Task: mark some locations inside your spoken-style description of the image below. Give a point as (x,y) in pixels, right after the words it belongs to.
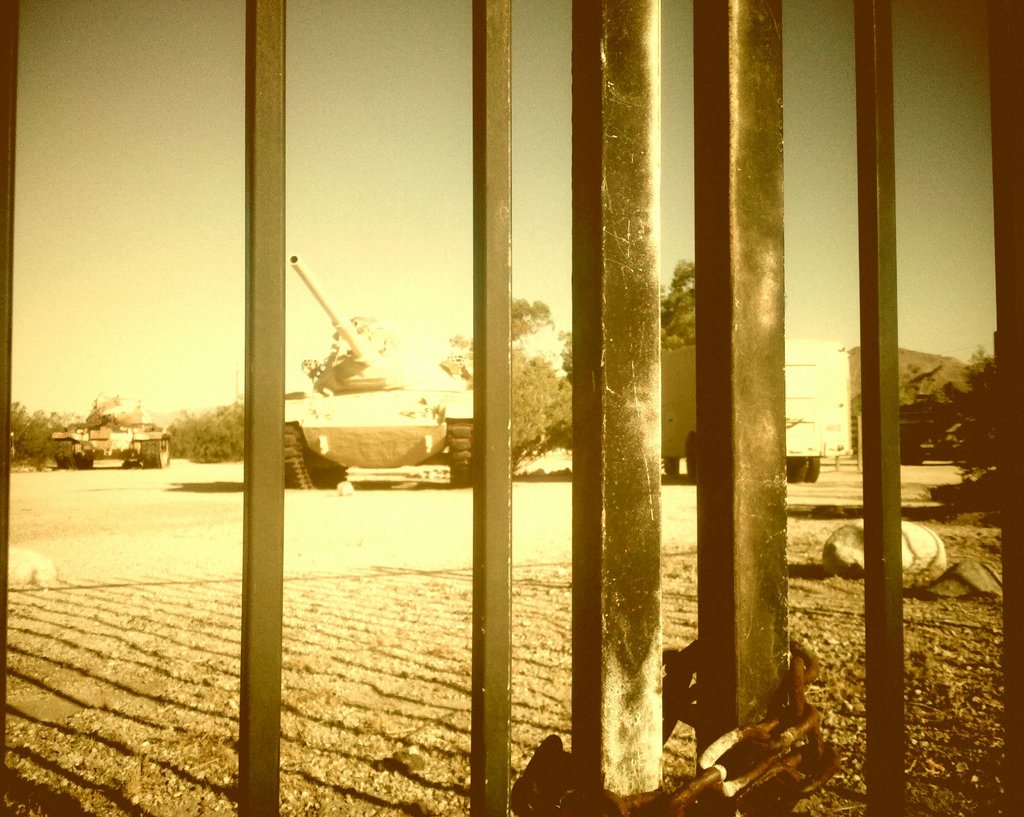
In this image I can see an iron gate (778,682) which is tied with a chain (803,657), also there is a shadow (193,638) of it. There are two different war tanks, trees (203,437), there is a truck (692,386) and in the background (193,396) there is sky (193,403).
